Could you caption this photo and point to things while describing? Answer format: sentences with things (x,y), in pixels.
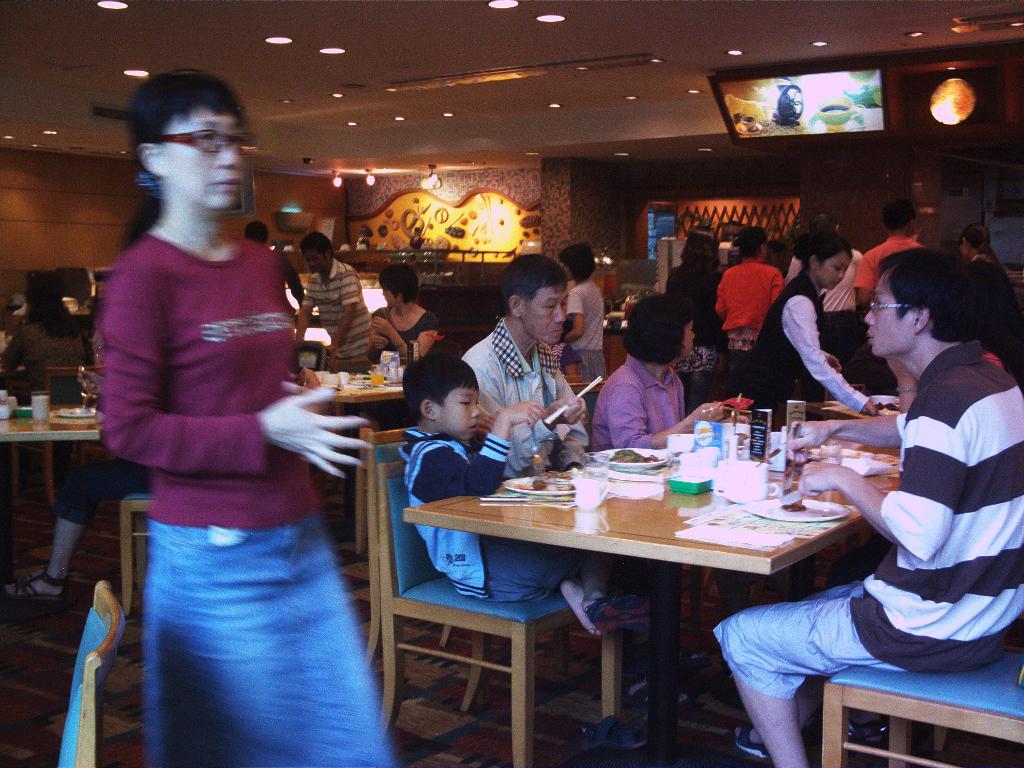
In the picture we can see a set of people (550,312) sitting on the chairs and table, and the waiter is seen near the table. and in the background (826,138) we can see a wall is decorated and television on it and on ceiling (49,98) there are lights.
